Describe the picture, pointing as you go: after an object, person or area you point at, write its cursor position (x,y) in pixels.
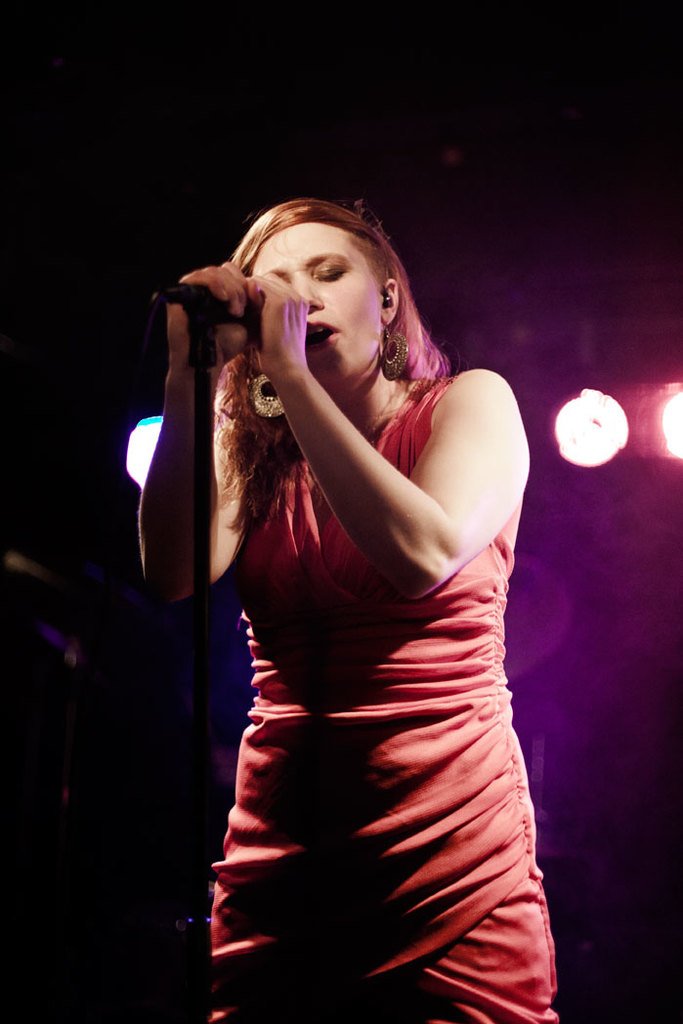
There is a woman (254,489) standing and holding microphone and singing. In the background (447,86) it is dark and we can see lights (584,445).
